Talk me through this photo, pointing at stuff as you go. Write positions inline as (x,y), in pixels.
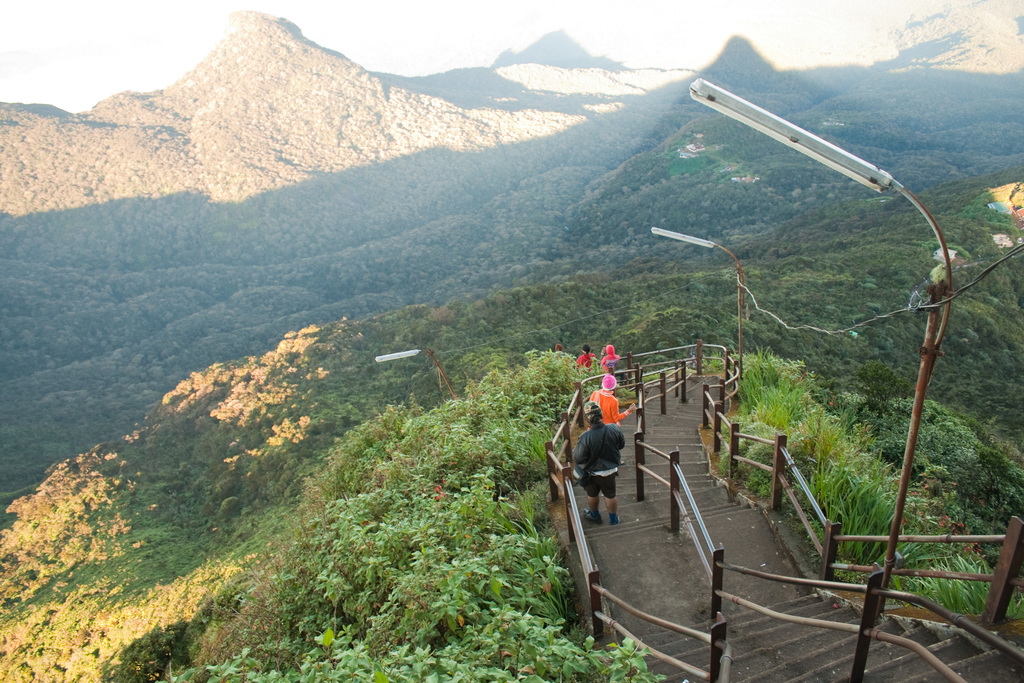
In this image there are few people (613,405) walking on the stairs (652,421) and on the other sides of the stairs (627,547) there is a wooden fence (716,450) and there are street lights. In the background (648,346) there are trees (326,246), mountains (277,231) and the sky (205,46).
